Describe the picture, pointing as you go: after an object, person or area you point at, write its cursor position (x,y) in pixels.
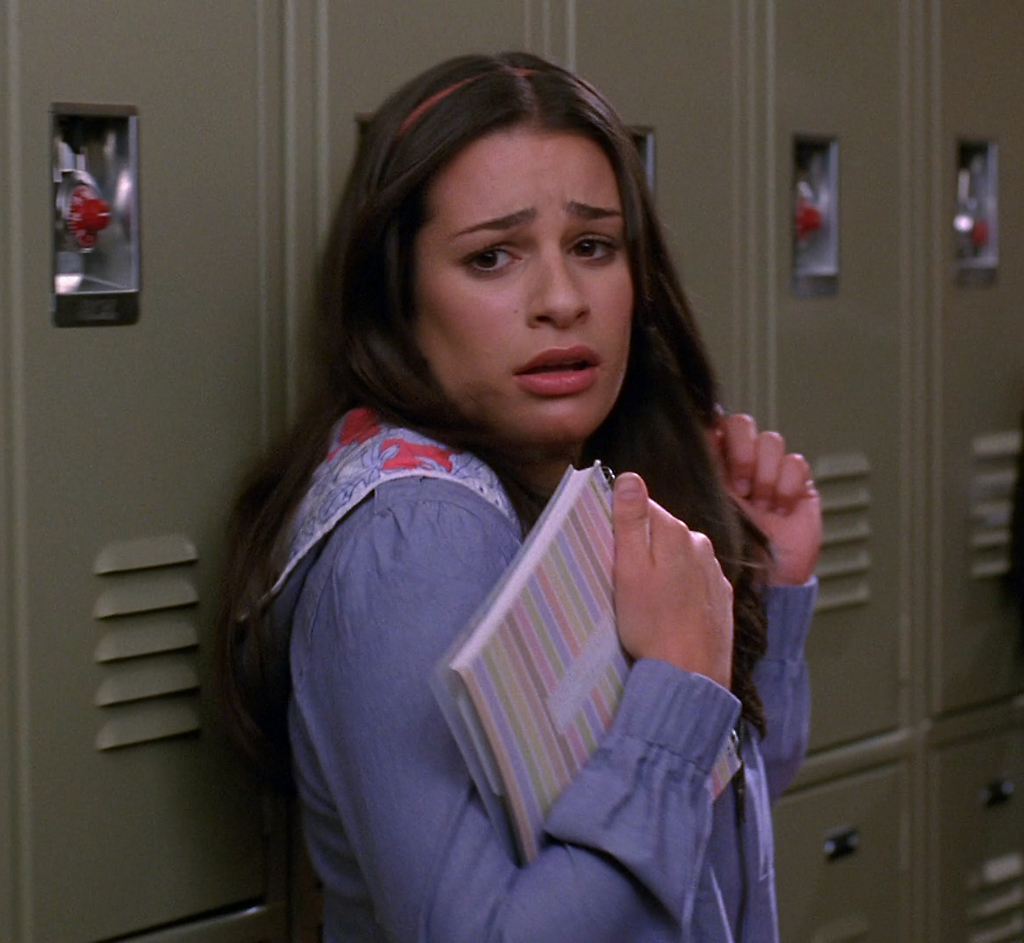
The girl (434,523) in the middle of the picture (460,560) wearing blue jacket (371,565) is holding a book (521,612) in her hand (648,603). Behind her, we see a cupboard (269,68) in grey color.
